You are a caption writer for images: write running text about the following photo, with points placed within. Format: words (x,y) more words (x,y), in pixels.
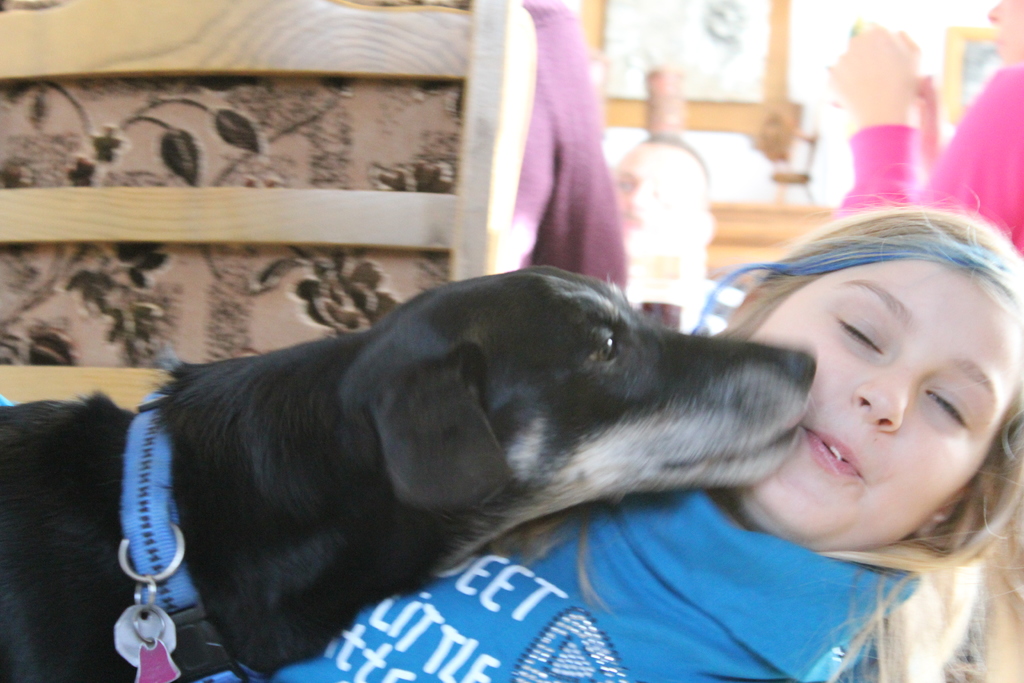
In this image there is a girl (588,609) in the foreground (772,599) on which there is a dog (315,412). At the background (542,167) there are people (988,139) who are sitting in the chair (315,100).
